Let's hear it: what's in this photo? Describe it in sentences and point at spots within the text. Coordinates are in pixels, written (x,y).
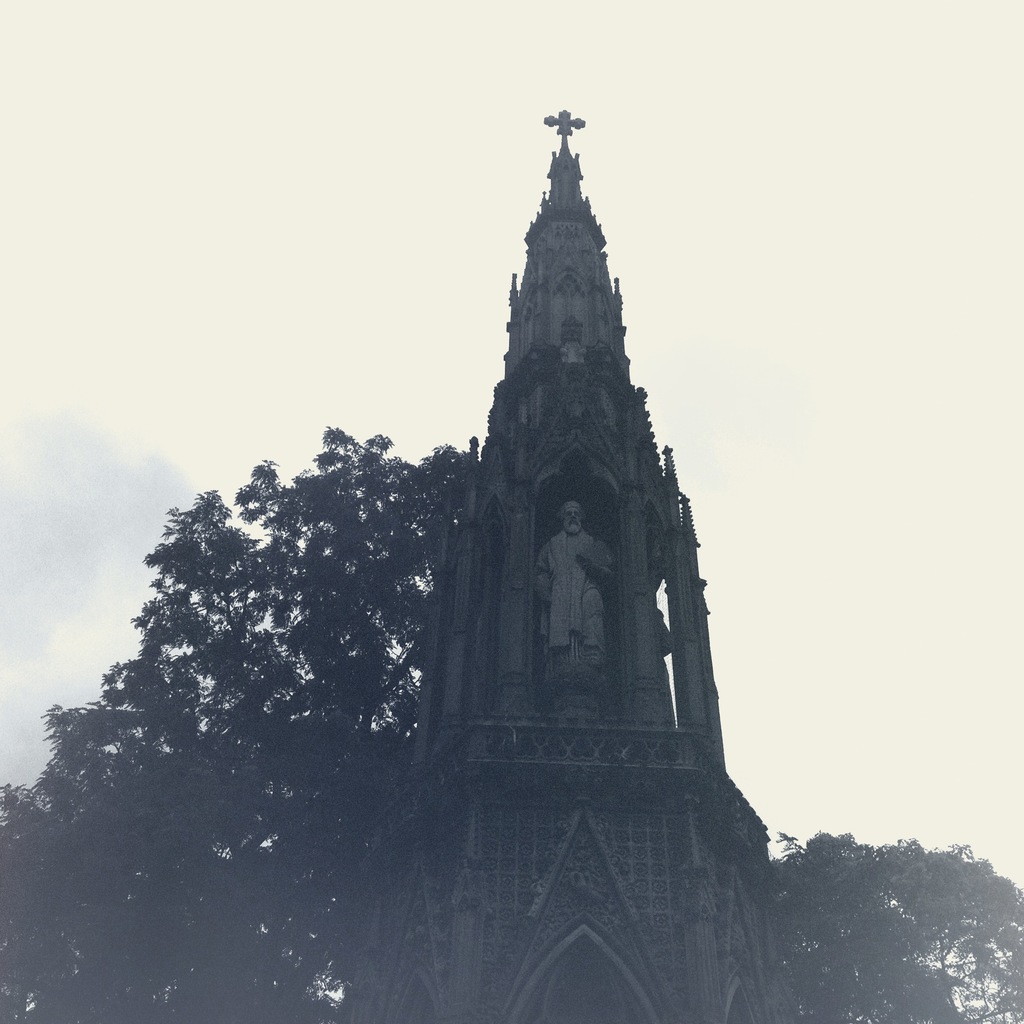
In this image we can see a church (589,742) and a tree (317,768), we can see the cloudy sky (821,368).
